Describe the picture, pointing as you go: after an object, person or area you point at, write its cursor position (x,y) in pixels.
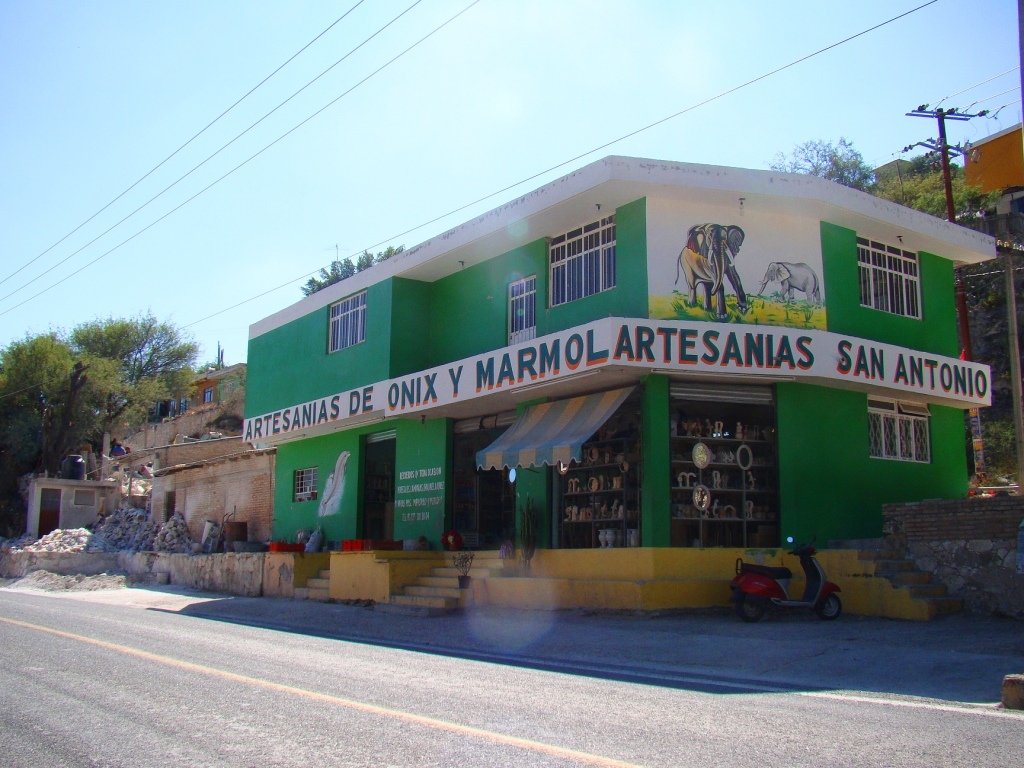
In this image, we can see a shop (439,377) beside the road (355,667). There are trees (37,418) on the left side of the image (25,422). There is a pole (966,320) on the right side of the image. There is a sky (513,128) at the top of the image (511,58).
